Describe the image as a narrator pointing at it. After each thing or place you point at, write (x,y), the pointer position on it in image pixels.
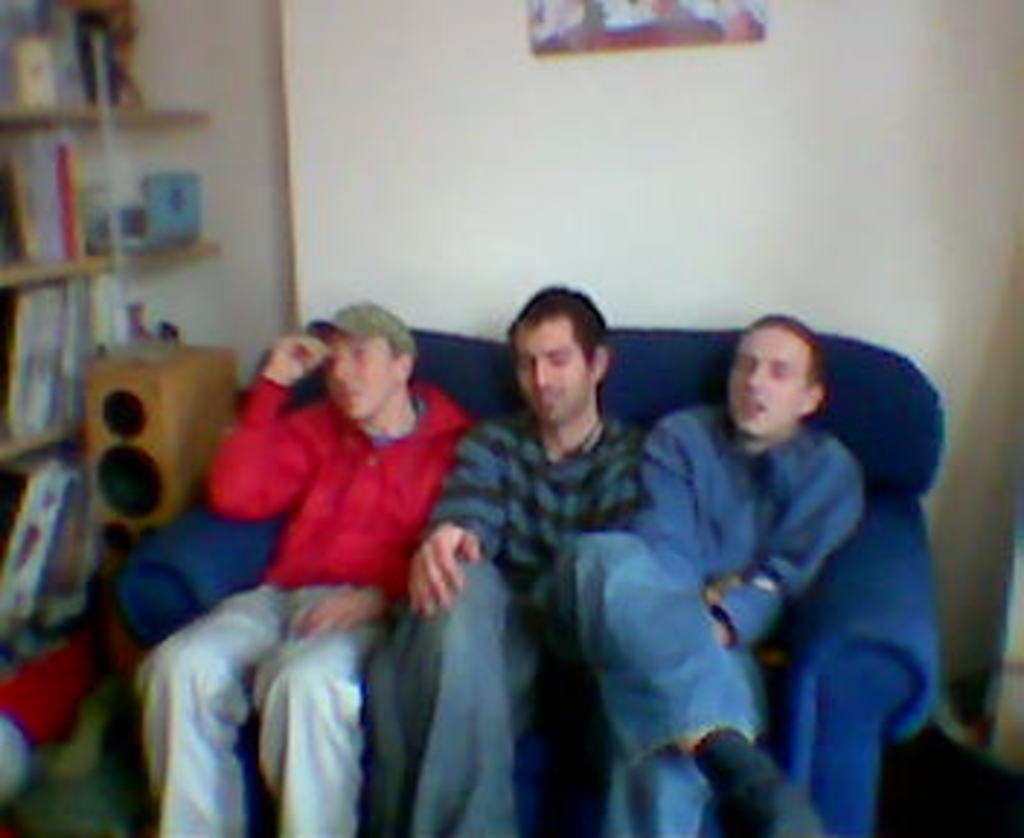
At the center of the image (654,333) there is a sofa (141,555) on which there are three persons (845,508) sitting. At the background of the image (724,84) there is wall (462,135). At the left side of the image (9,79) there is a bookshelf (59,606) and there is a speaker (165,356).
